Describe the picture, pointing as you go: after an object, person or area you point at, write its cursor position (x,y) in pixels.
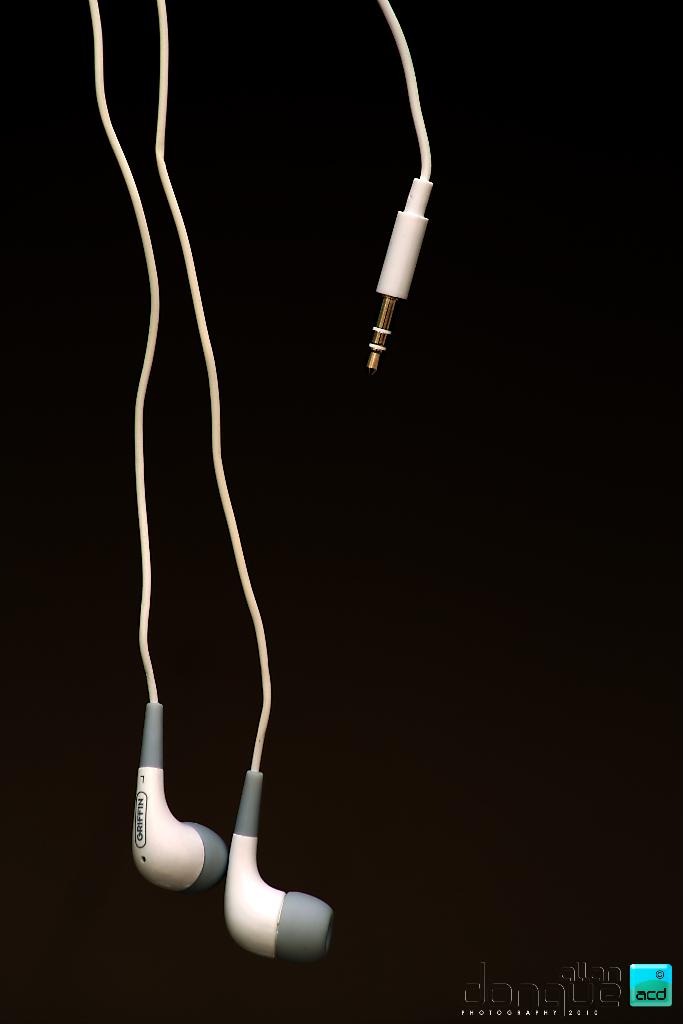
In this image we can see headphones (177,826). In the bottom of the image (659,995) we can see some text (593,990).
